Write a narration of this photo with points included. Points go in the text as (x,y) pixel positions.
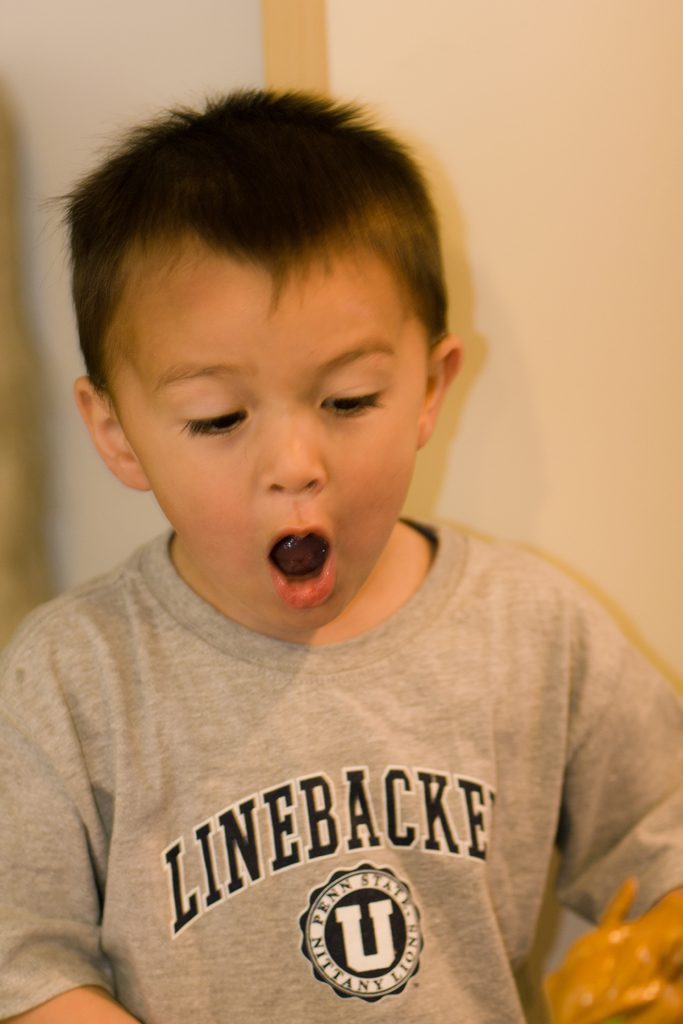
In this picture we can see a kid (452,733) wearing t-shirt (317,793) and seems to be standing. In the background (92,75) there is an object (532,192) which seems to be the wall (146,116).
